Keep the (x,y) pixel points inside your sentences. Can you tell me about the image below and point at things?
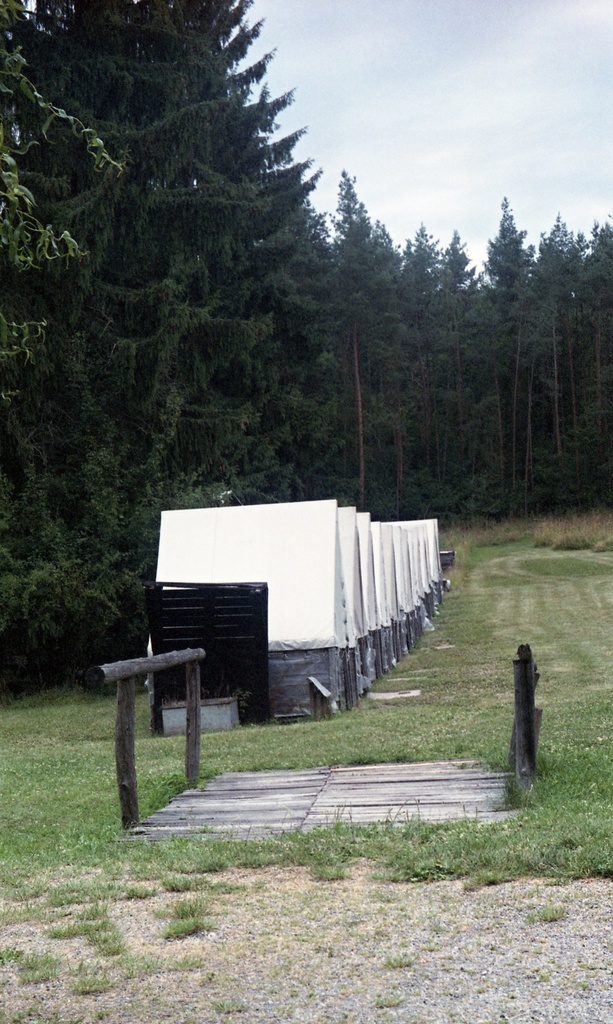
In this image, we can see sheds (305,525), trees (49,268), logs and a board (223,662). At the top (435,124), there is sky (383,197) and at the bottom (305,914), there is ground (299,933).
